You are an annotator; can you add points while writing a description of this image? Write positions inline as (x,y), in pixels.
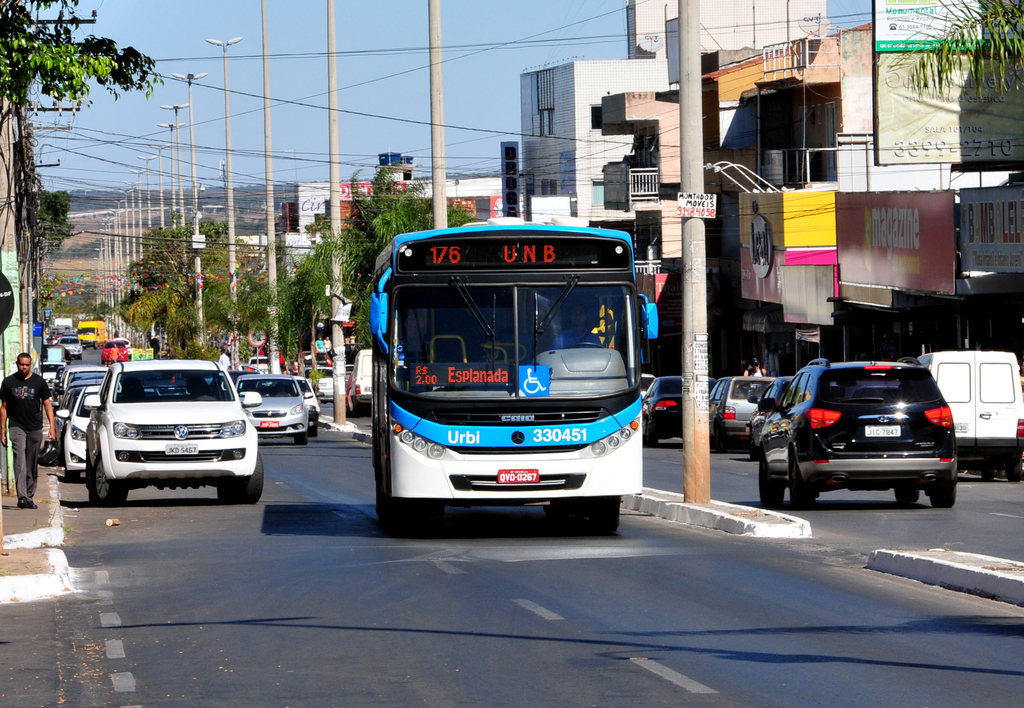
In this picture we can observe some vehicles (135,411) and a bus (401,393) on the road (365,474). There are some poles (147,171) and wires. We can observe some trees (205,263) and buildings (573,153). In the background (295,129) there is a sky (216,99).
